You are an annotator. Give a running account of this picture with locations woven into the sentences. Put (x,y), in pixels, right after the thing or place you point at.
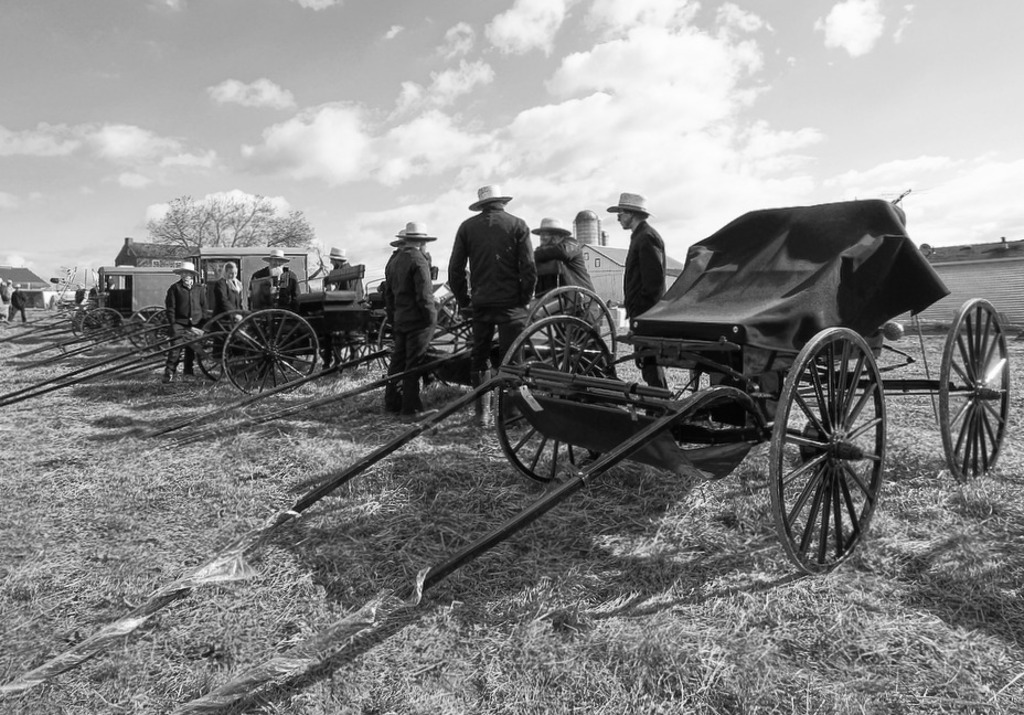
In this image in the front (504,587) there is dry grass (375,558) on the ground (287,488). In the center (342,347) there are persons (398,282) standing and there are carts (365,329) and there are trees (199,242) and buildings (10,273) and the sky (626,96) is cloudy.
